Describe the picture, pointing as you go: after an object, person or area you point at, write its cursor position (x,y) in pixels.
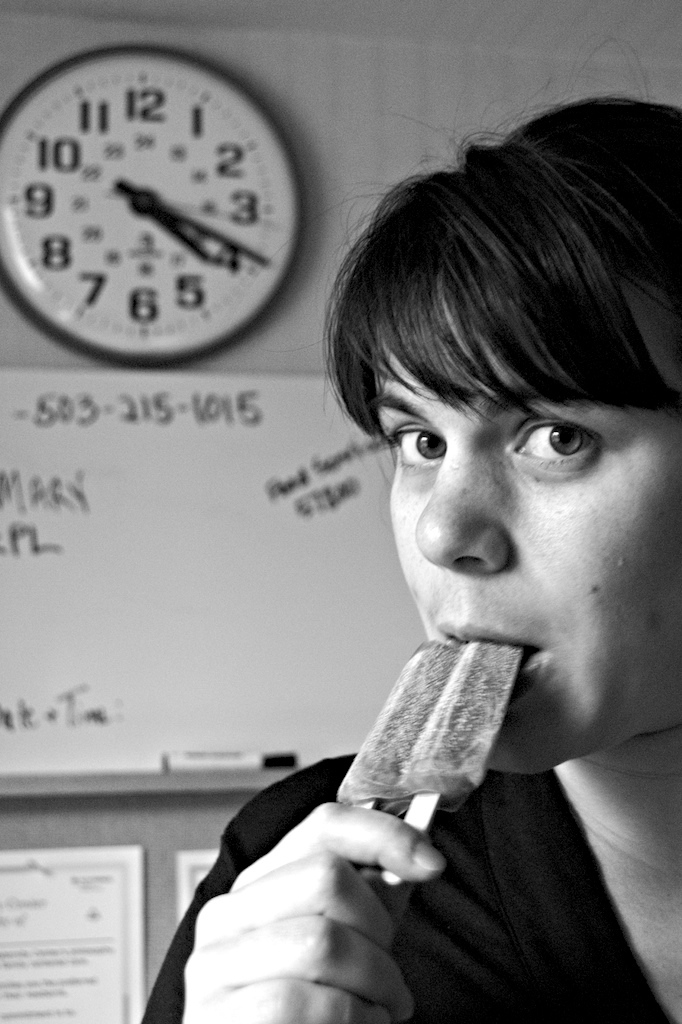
In this picture I can see there is a woman (528,731) eating ice cream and in the backdrop (57,1000) there is a white board (265,686) and a marker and there is a clock (131,74) and few papers (110,925) pasted on the wall (309,88).
